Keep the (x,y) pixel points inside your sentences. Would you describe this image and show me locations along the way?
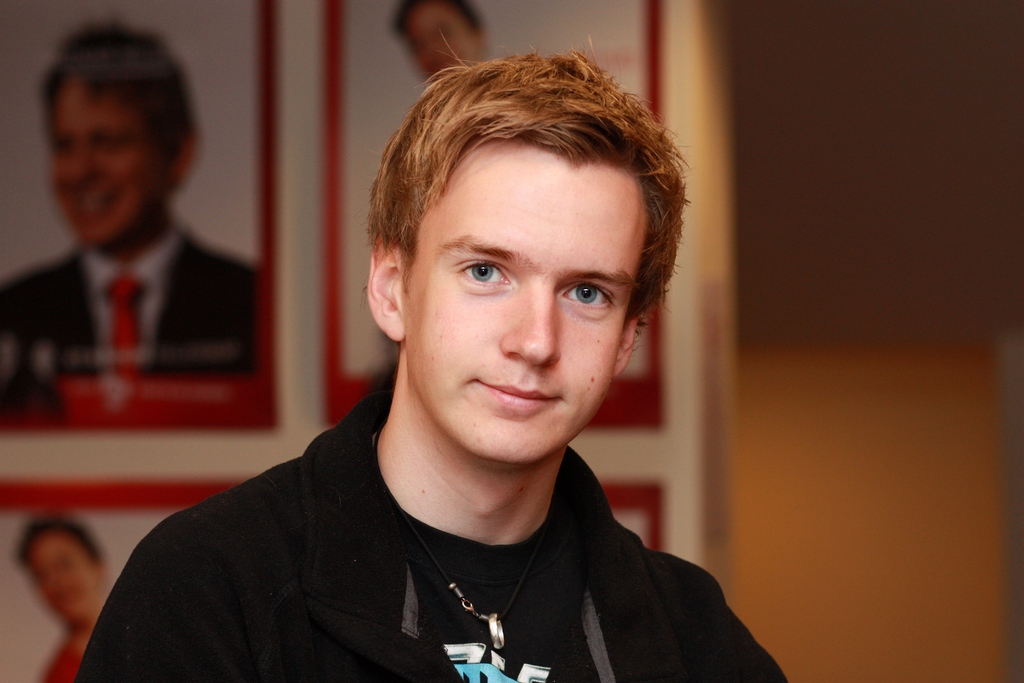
In this image in the foreground (499,409) there is one person (506,432), and in the background (633,518) there are some photo frames (653,346) and wall (894,277).
